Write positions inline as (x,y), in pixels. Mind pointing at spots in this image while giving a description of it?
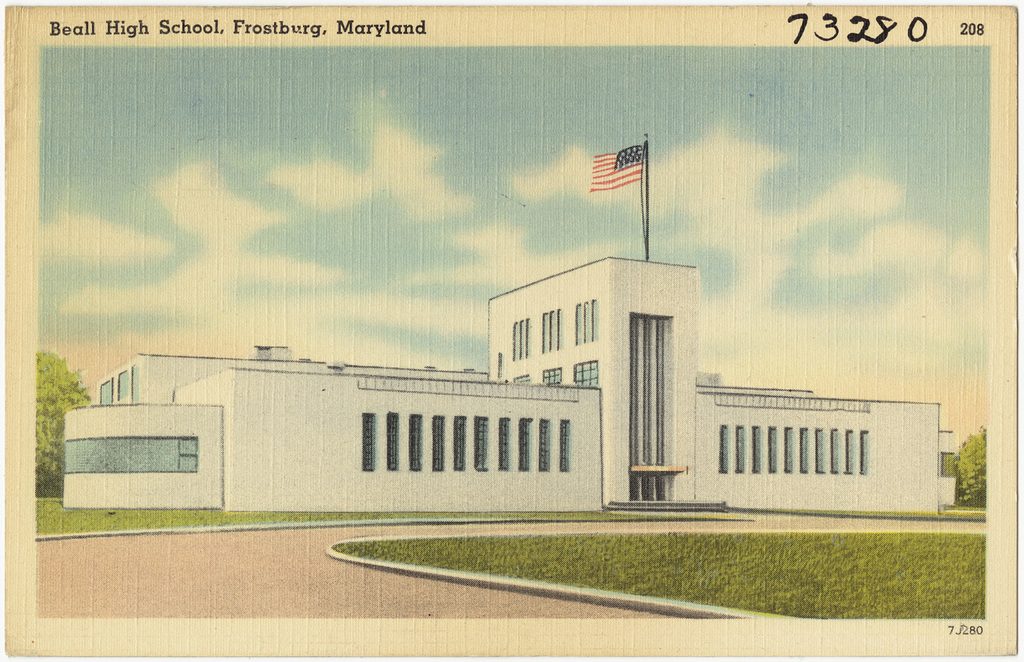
In this picture I can see there is a picture and there is a building (578,496) in the picture and there is a flag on the top of the building (639,269) and the sky (662,149) is cloudy and there is something written on the image.
